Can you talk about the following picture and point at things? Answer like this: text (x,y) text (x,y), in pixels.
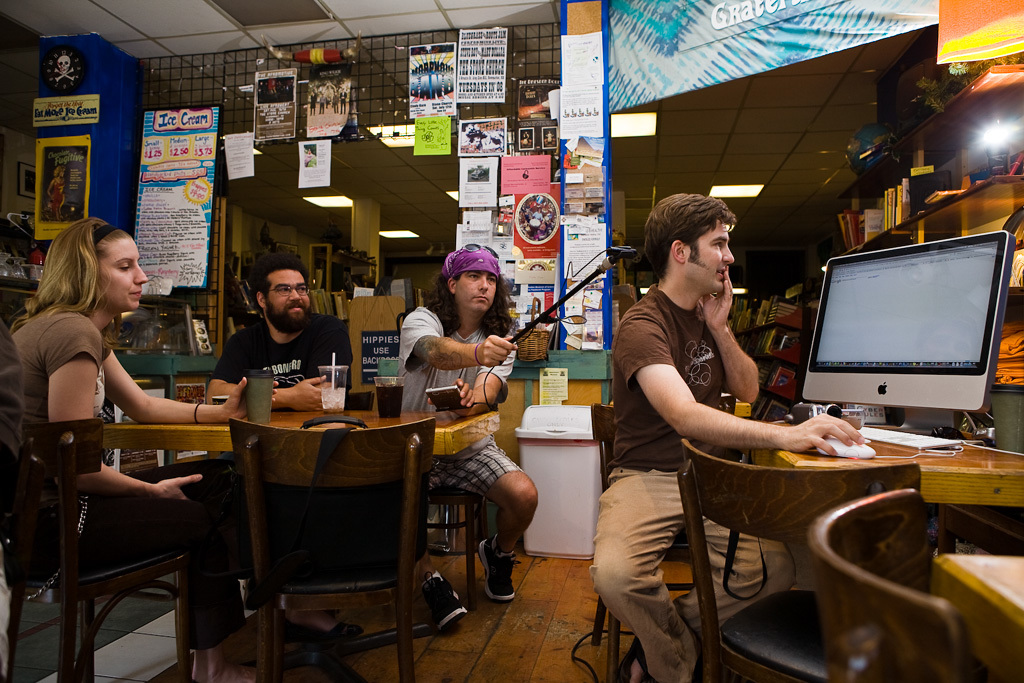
The person (646,380) wearing brown shirt (663,355) is sitting in front of a mac desktop (906,367) and there are three people (314,346) sitting behind him.
